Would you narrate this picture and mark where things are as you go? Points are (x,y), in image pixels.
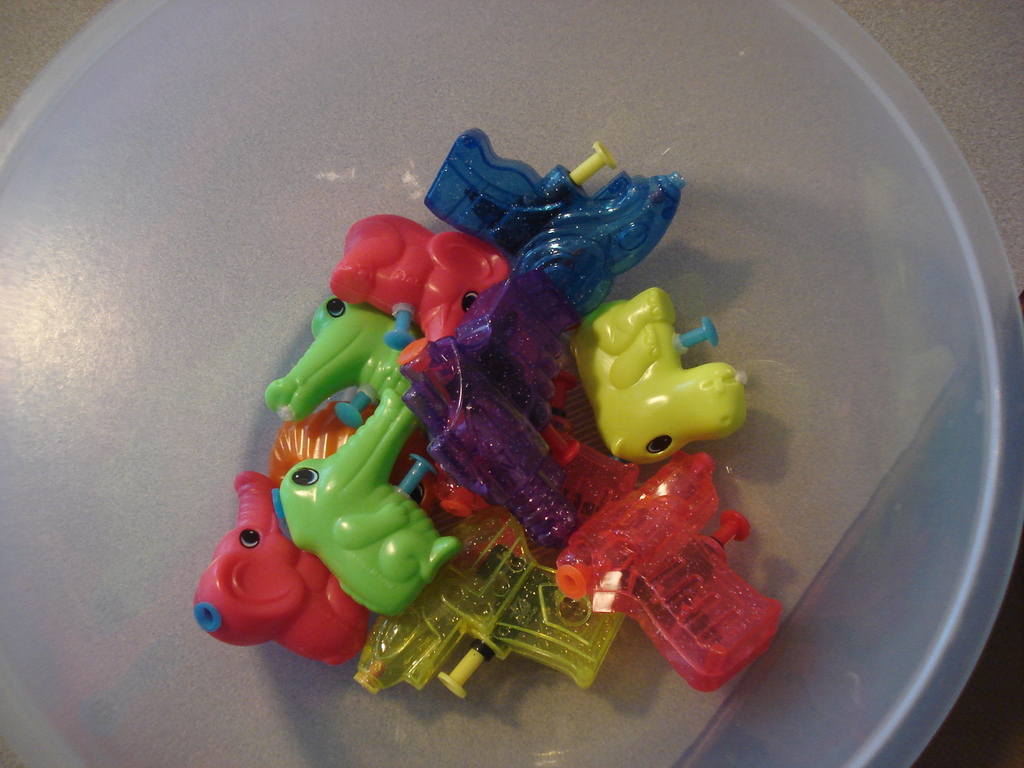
In this picture we can see tiny toys (605,509) on a plastic transparent white lid (743,264).
